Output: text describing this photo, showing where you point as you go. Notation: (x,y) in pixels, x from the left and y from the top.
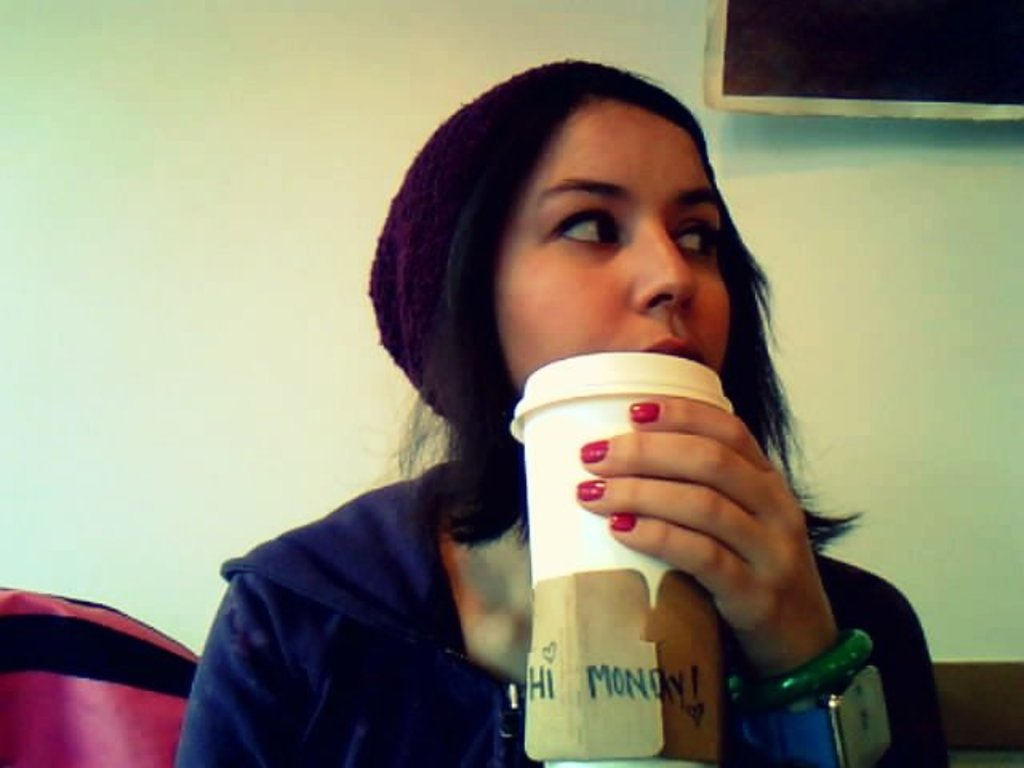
In this image there is a lady person (442,580) wearing blue color sweater (398,638) holding coffee cup (630,590) in her hands (620,511).
